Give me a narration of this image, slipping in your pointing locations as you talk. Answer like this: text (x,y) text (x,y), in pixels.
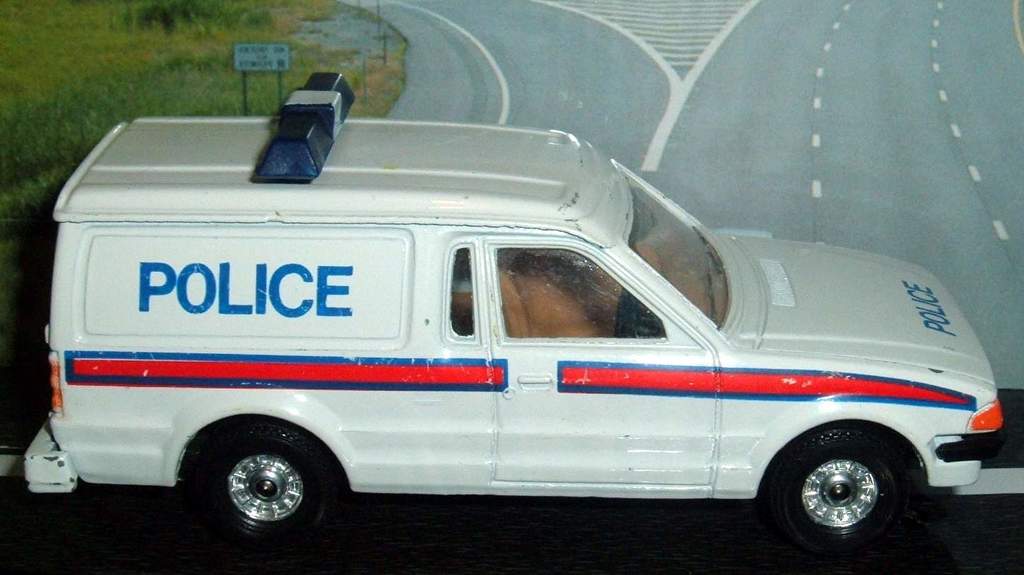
In this image, in the middle (518,218), we can see a white color toy vehicle (682,438) which is placed on the surface (1014,484). In the background (830,163), we can see a grass (144,62) and a road (849,174).
